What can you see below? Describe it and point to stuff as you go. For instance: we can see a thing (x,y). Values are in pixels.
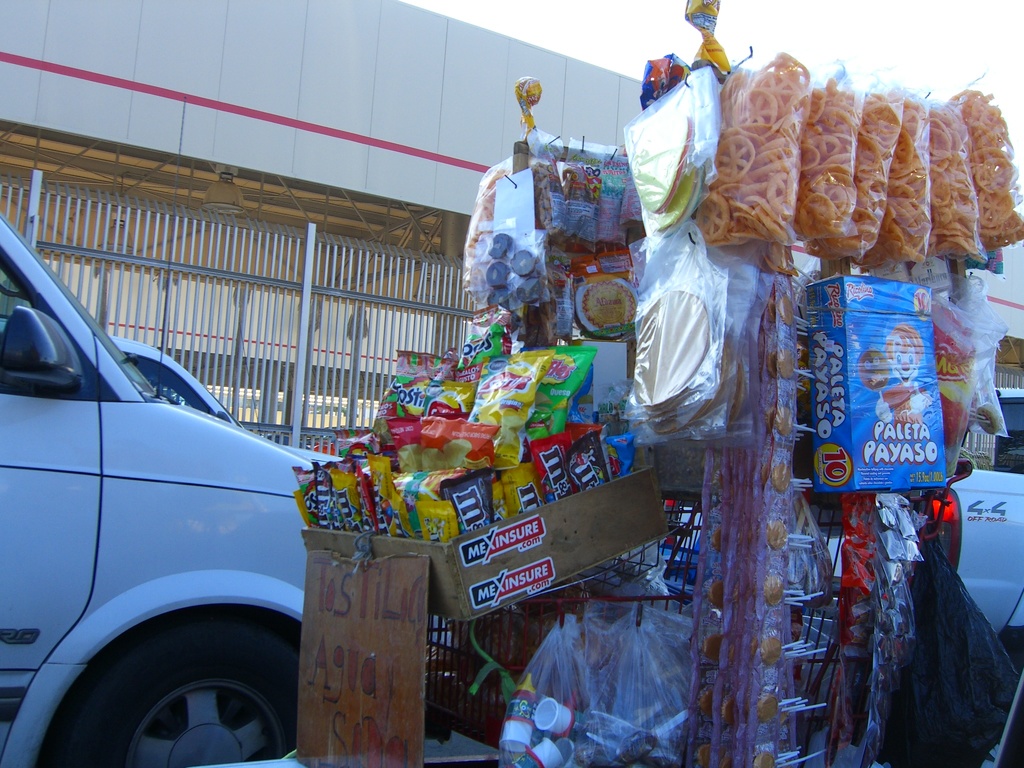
There are few eatables (604,321) placed on an object (658,554) and there are two vehicles (170,434) in the left corner (128,414).
